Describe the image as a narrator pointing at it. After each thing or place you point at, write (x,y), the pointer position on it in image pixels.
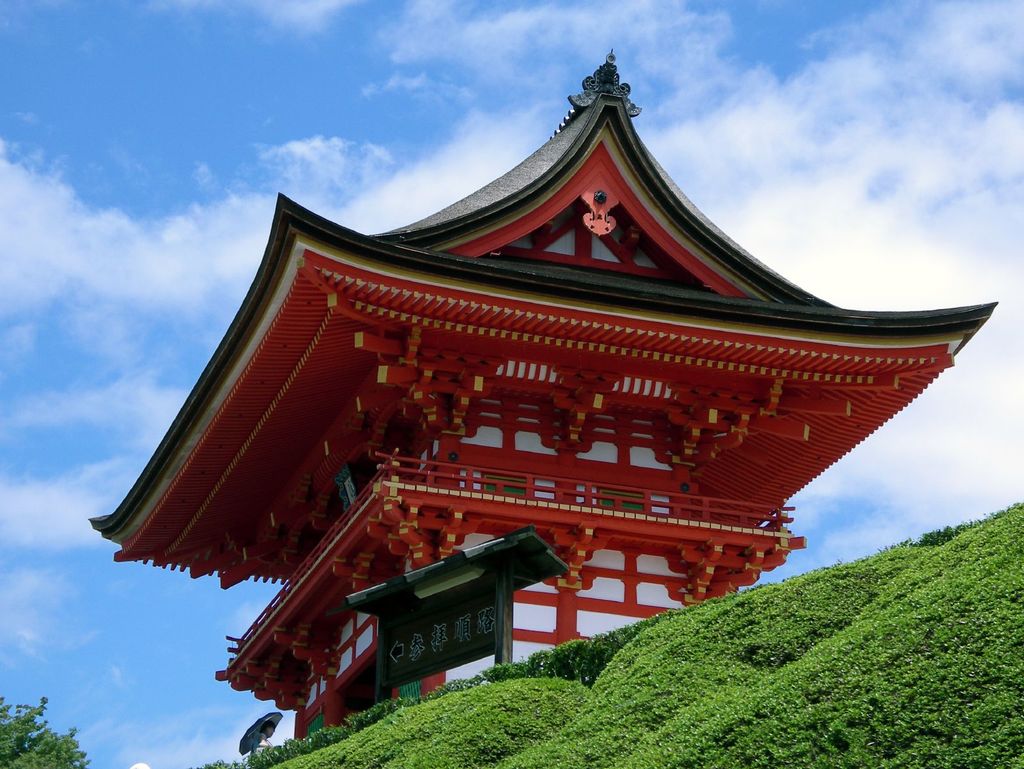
This image consists of a large red gate (575,501). It looks like a temple (590,494). At the bottom (792,696), there is green grass (648,702). On the left (51,736), there is a tree (51,754). At the top (102,241), there are clouds (79,217) in the sky (20,327).
